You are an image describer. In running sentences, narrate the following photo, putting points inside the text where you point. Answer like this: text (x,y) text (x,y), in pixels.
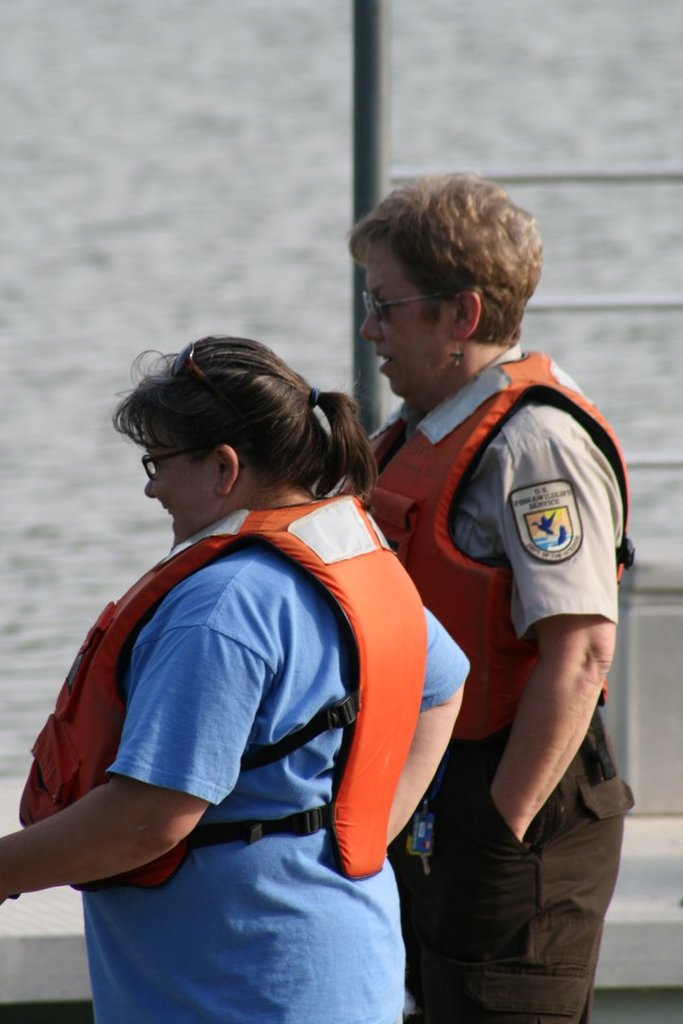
In this image I can see two women (410,467) are standing in a boat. This image is taken may be in the ocean (542,44) during a day.
